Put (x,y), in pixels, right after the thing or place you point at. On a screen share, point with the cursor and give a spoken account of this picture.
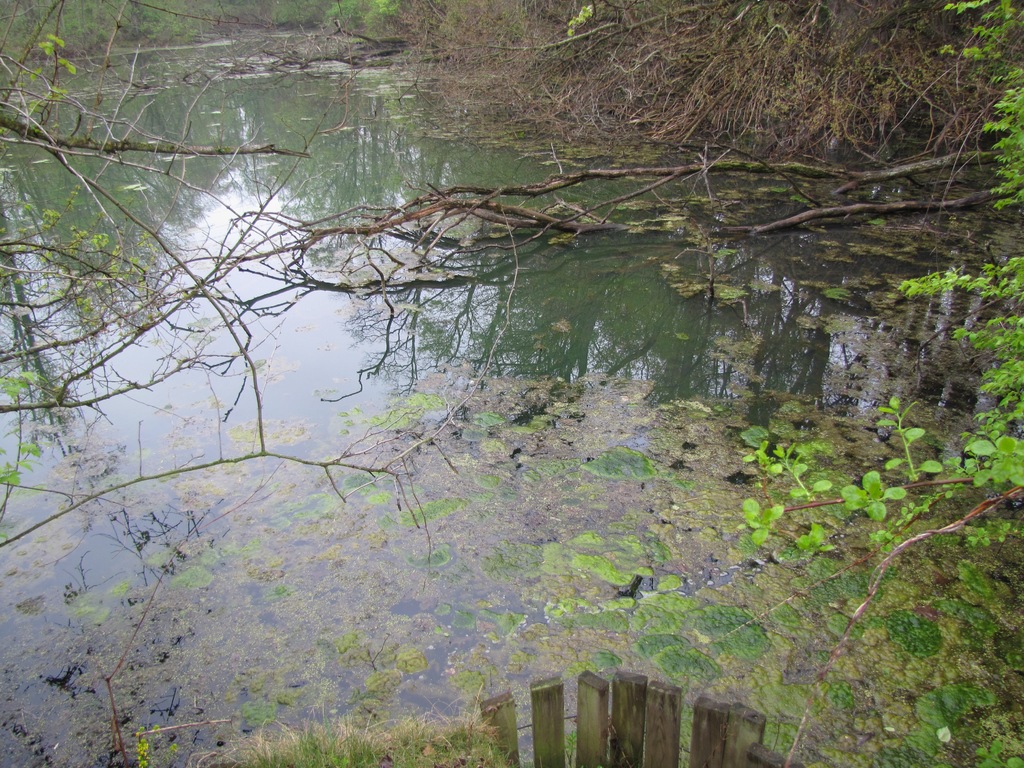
This image is taken outdoors. At the bottom of the image (581,707) there is a wooden fence (662,732). In the middle of the image (407,461) there is a pond (385,410) with water (370,438). In the background (775,25) there are a few trees (94,9) and plants (924,508).
